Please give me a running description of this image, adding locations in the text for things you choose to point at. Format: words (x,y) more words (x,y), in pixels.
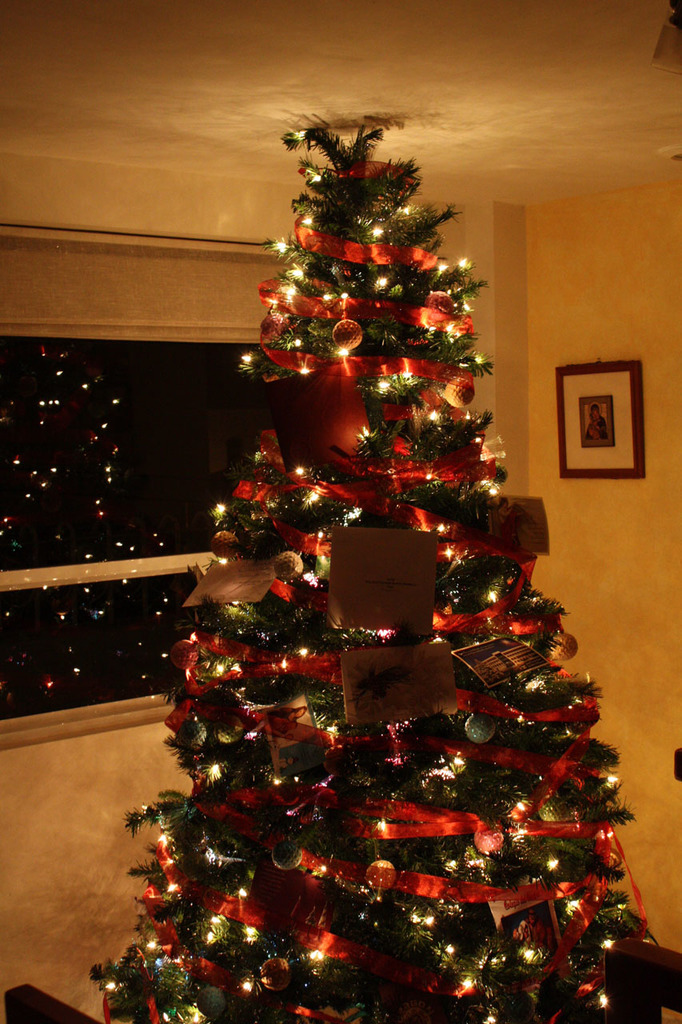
In this image I can see the Christmas tree (283,639) with lights (290,813) and cards (532,919). In the background (627,430) the window (69,716) and frame (636,424) to the wall (550,385).
